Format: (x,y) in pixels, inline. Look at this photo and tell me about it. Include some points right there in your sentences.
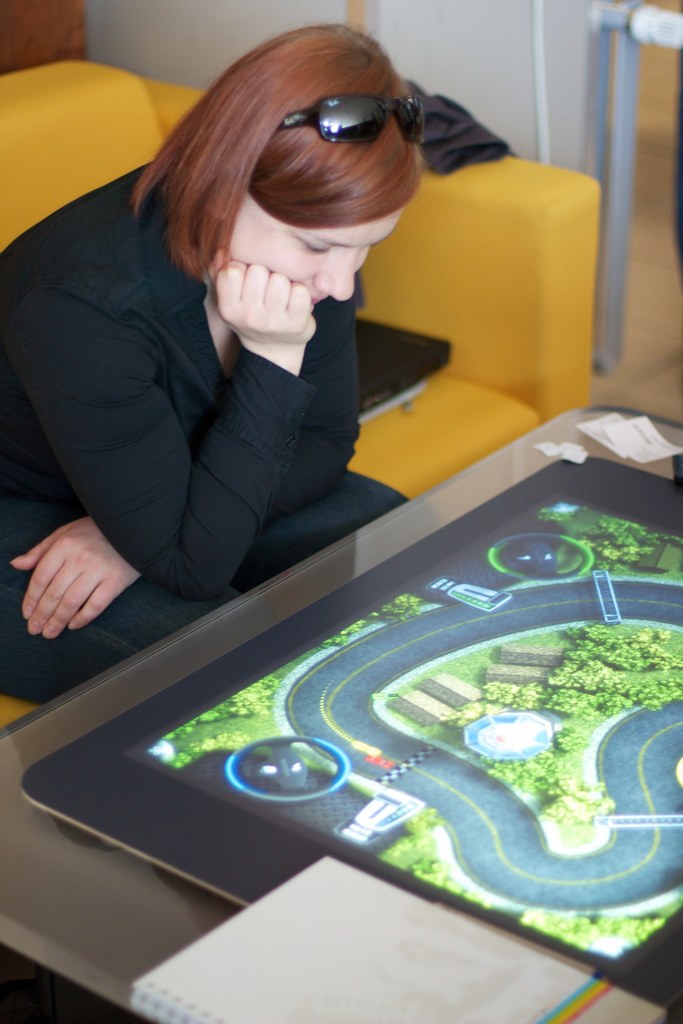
In this image we can see a woman (119,345) sitting on the yellow sofa (429,399). There is a table (382,598) in front of her and we can see a game (462,780) on it. This is the book (419,1013).
